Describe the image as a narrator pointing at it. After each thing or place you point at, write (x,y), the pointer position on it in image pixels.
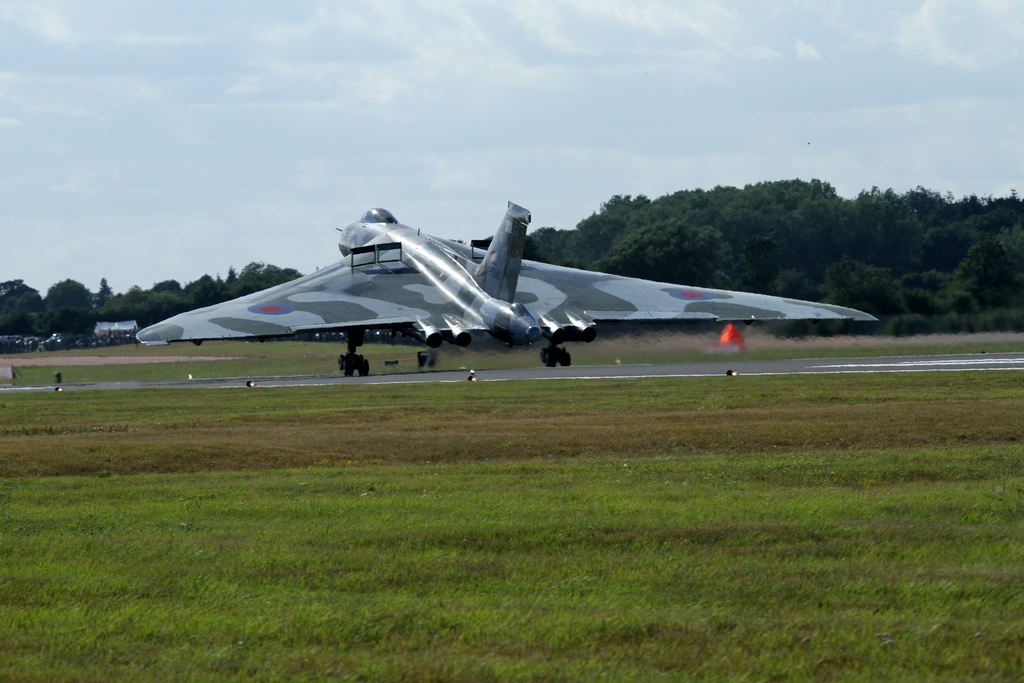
In this picture we can see a plane (377,319) takeoff, beside we can see full of grass (545,436) and trees (536,256).
